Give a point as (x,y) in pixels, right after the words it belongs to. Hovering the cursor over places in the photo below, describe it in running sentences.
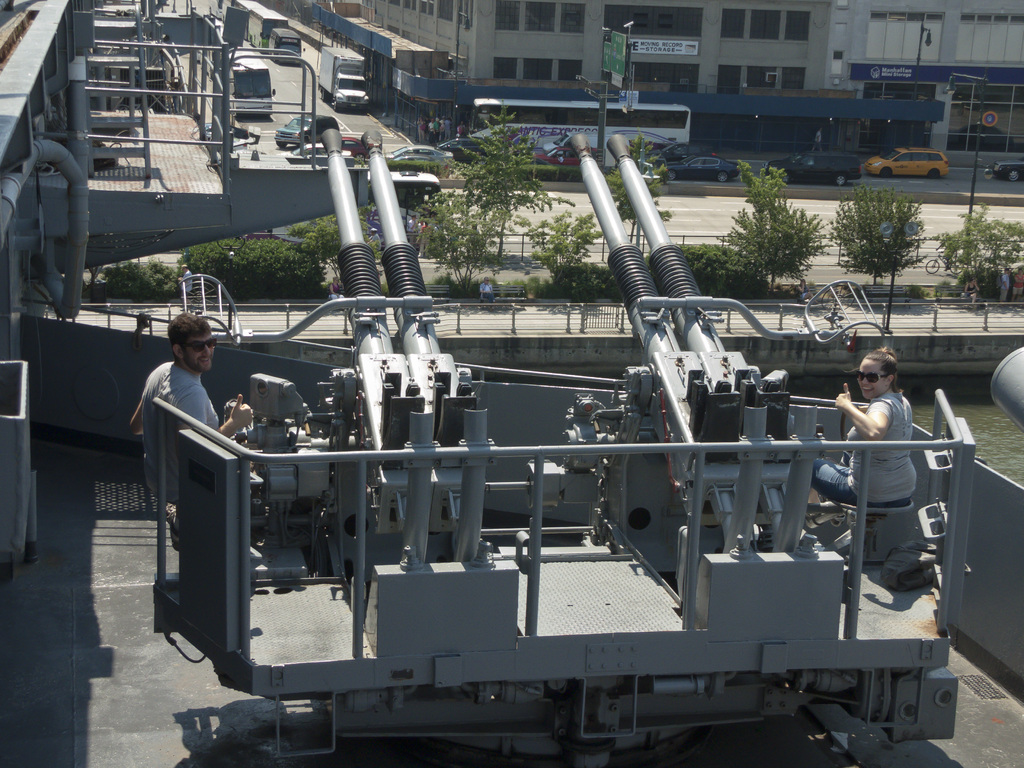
In this picture I can see two persons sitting and smiling, there are cannons (783,544), there are vehicles (432,150) on the road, there are trees (880,244), and in the background (805,16) there are buildings (535,43).
